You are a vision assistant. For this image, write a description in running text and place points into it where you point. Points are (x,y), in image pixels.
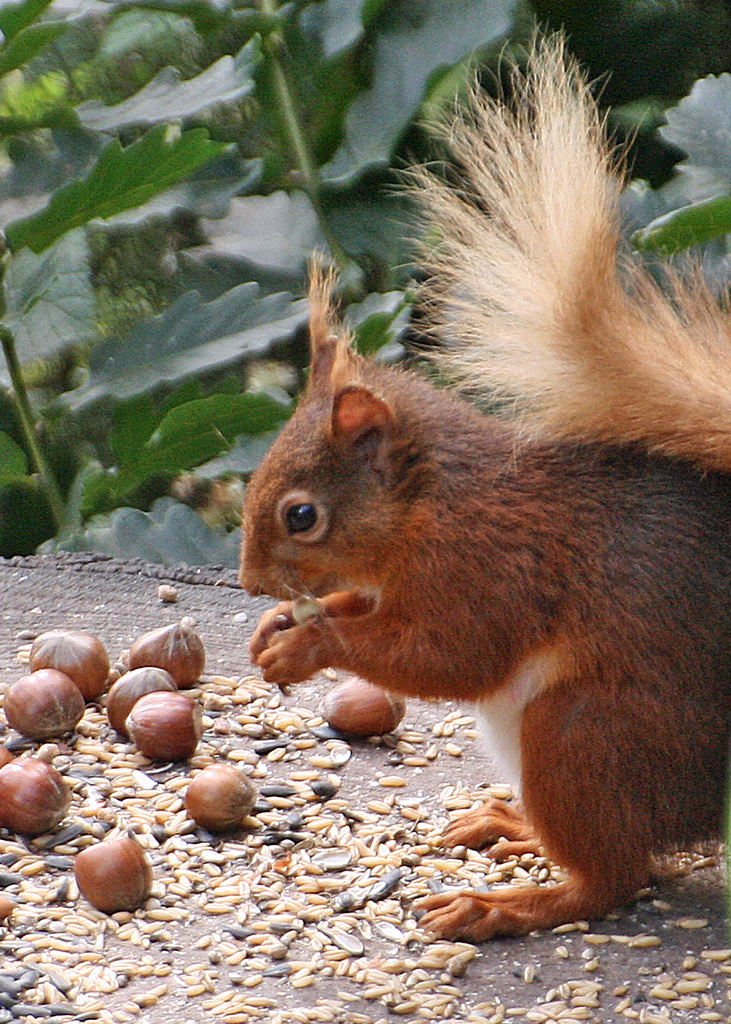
In the image there is a brown squirrel (440,674) standing on the floor (138,1016) eating seeds (182,822) and behind there are plants (221,126).
